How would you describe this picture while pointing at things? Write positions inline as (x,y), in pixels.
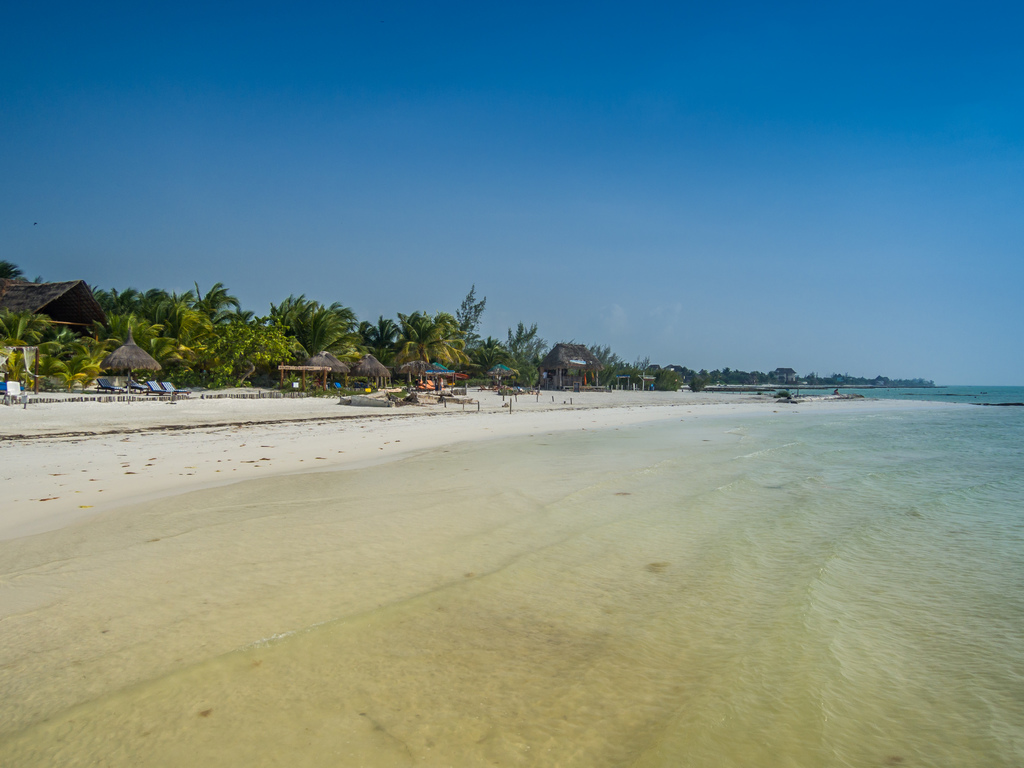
In this picture there is a view of the seaside (546,669). Behind we can see some benches (150,383) and umbrella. In the background (311,355) there some coconut trees (192,343).
